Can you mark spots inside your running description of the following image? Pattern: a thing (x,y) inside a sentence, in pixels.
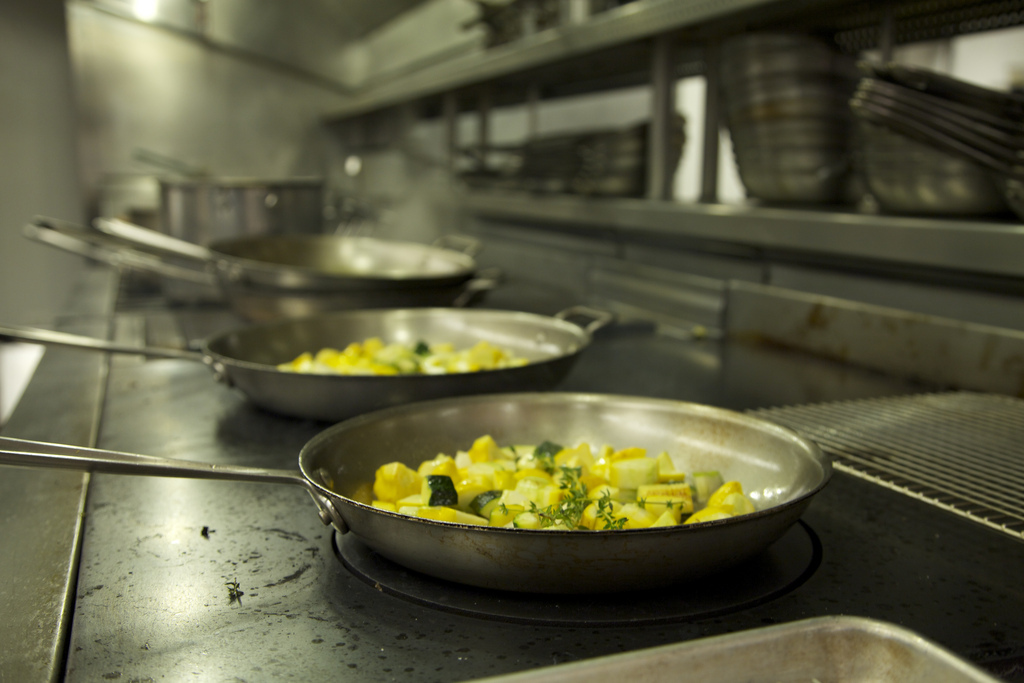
In this image there are food items (618,461) in a pan (445,430) on the stove (253,603). Behind the stove (225,620) there are some utensils (759,132) on the shelves (843,205). At the top of the image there is a lamp (156,5).
